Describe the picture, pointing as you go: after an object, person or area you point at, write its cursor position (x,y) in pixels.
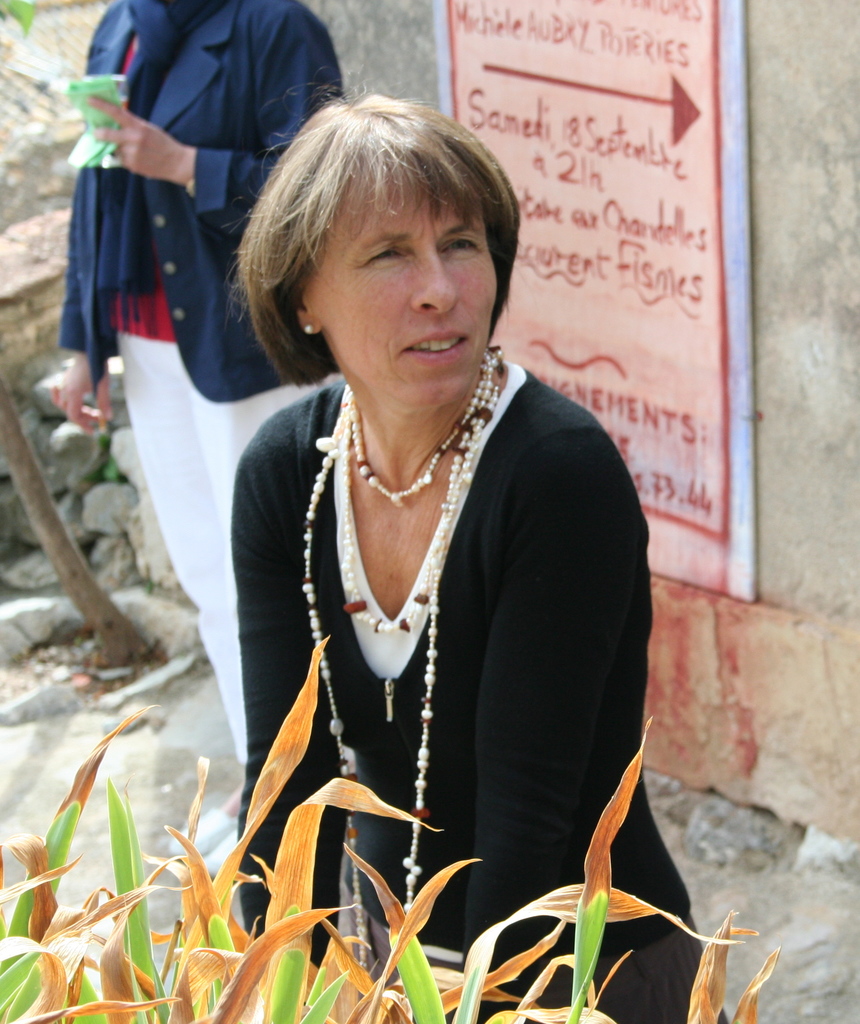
In this image in the front of there are leaves (332,964). In the center (392,533) there is a woman (463,658) standing and smiling. In the background (208,212) there is a person (197,193) standing and there is a board (648,182) with some text (672,222) written on it which is on the wall (784,158).
